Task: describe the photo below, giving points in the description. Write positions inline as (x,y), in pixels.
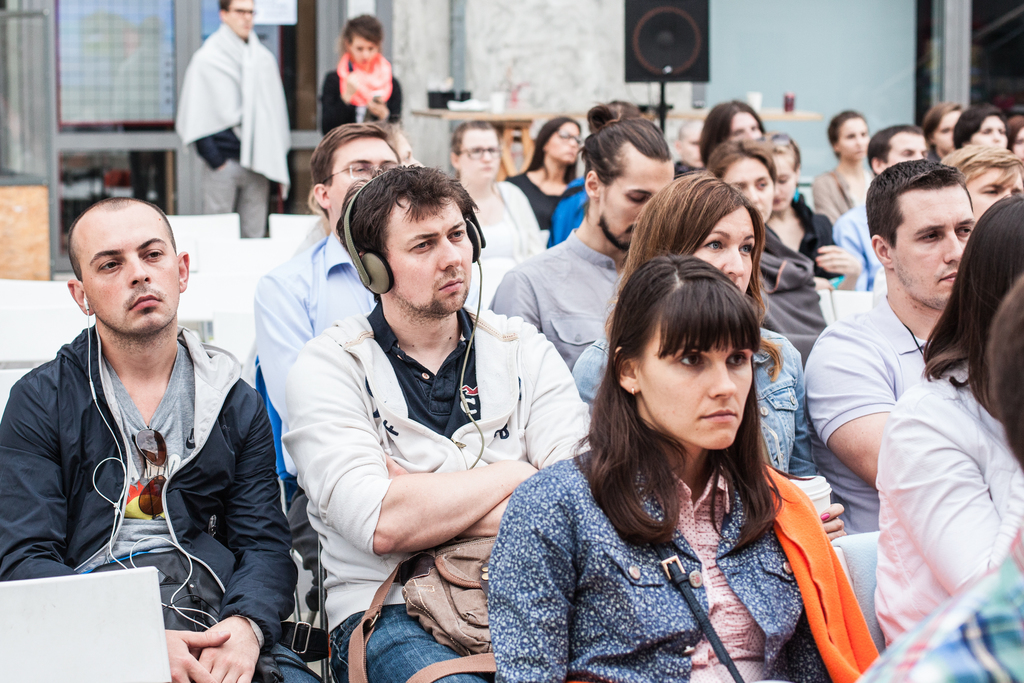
In this image in front (408,246) there are people (423,213) sitting on the chairs (277,235). Behind them there are two other people (376,22) standing. On the left side of the image (70,623) there is a white object (108,581). In the background of the image (520,43) there is a wall (467,4). In front of the wall (488,90) there are two tables (507,153). On top of it there are some objects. There is a speaker (662,77).
